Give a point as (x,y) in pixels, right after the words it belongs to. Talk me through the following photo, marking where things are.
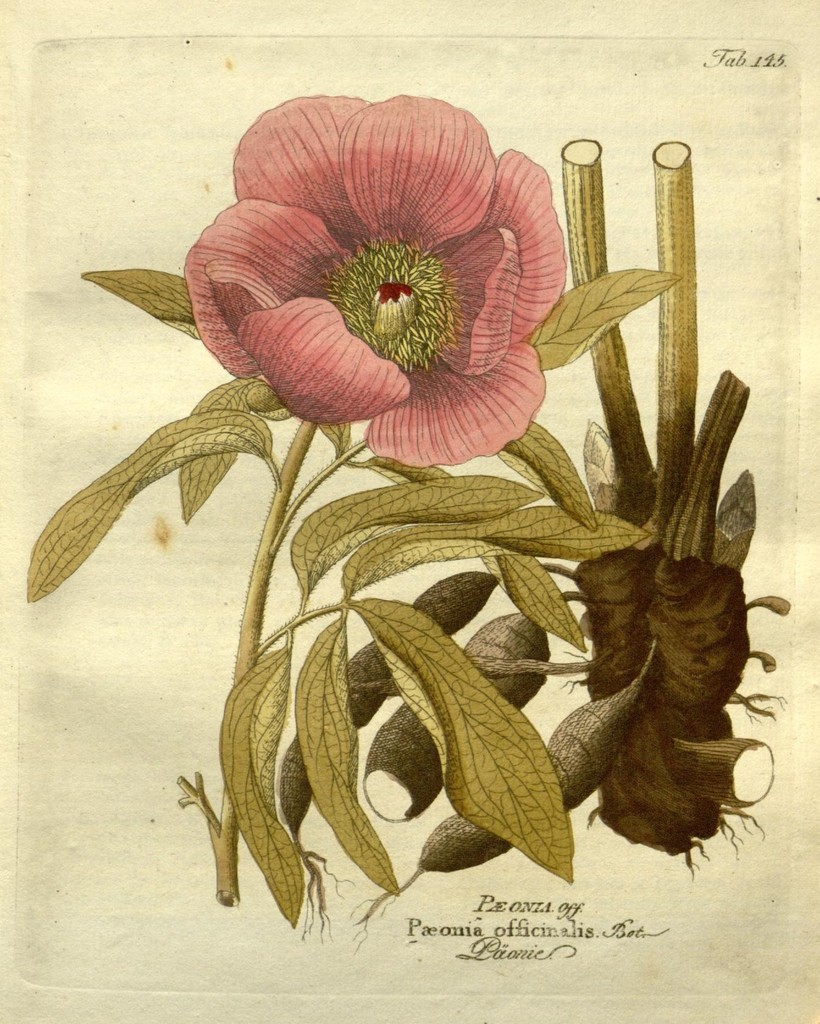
In this picture we can observe a pink color flower (370,197) and some vegetables (606,730) which are in brown color. All of them were drawn on the paper (117,153) we can observe black color words (514,936) on the paper (506,934).
